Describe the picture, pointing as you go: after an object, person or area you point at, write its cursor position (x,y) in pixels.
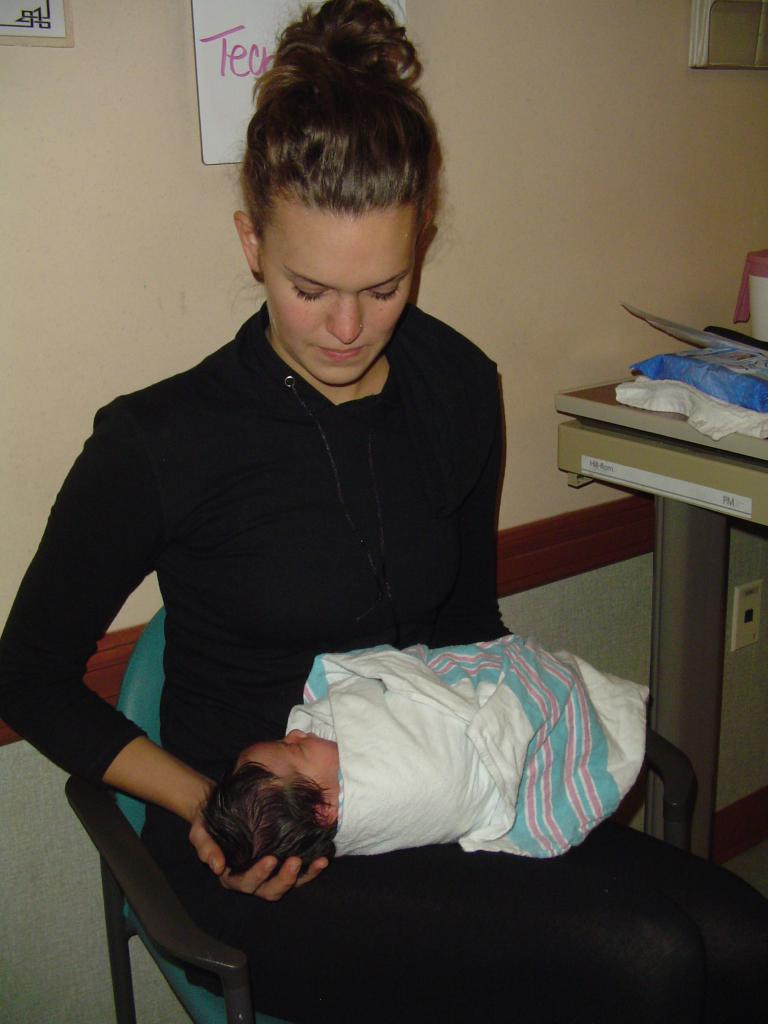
In this image I can see a person (333,534) sitting on the chair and holding a baby (326,826). The person (346,525) is wearing black dress (304,517), background (249,63) I can see white color board (221,62) attached to the wall (96,222) and the wall (113,256) is in cream color.
